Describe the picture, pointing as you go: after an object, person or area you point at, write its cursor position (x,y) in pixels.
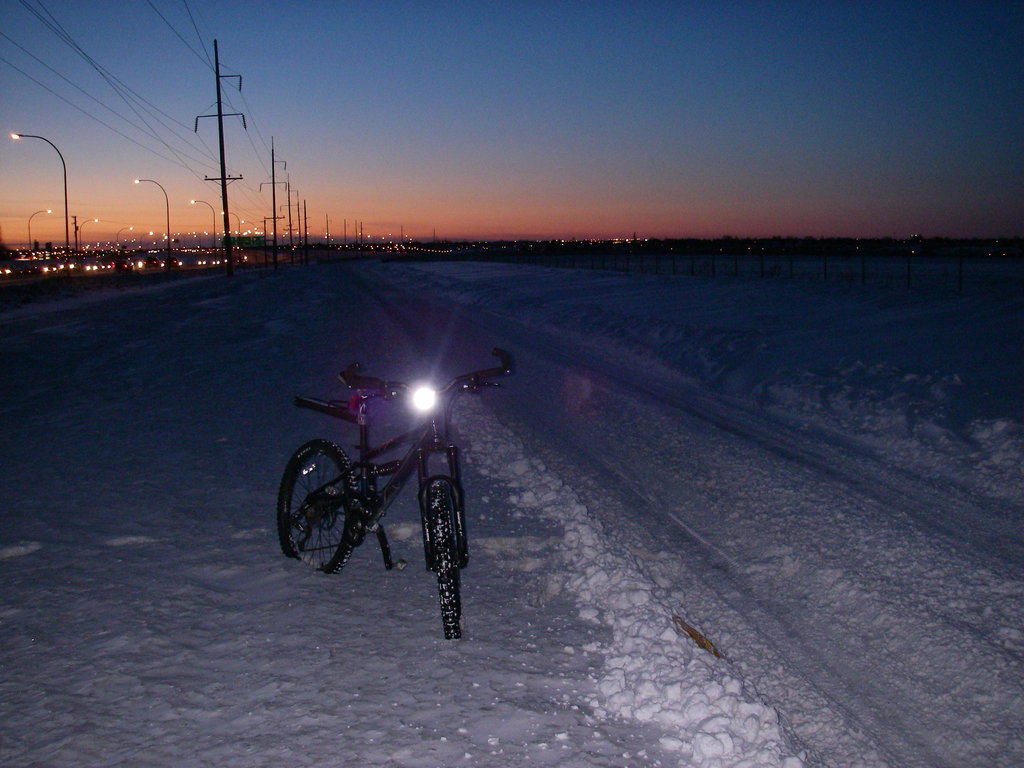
In the foreground of the picture (390,472) we can see a bicycle (356,479) and snow (399,376). Towards left (225,241) there are street lights (215,222), current poles (222,127), cables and lights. On the right (861,245) it is dark. At the top (510,73) it is sky (341,39).
